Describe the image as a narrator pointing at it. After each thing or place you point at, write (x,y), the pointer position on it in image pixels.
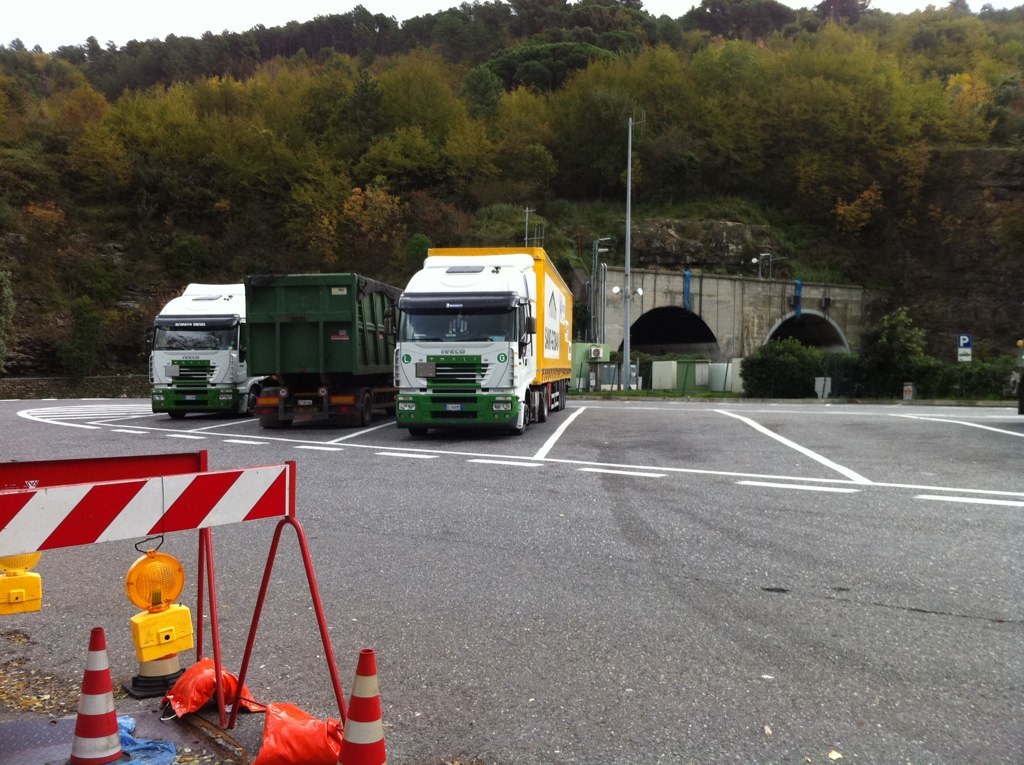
These are vehicles (276,328) on the road (668,517), these are trees (511,187).
